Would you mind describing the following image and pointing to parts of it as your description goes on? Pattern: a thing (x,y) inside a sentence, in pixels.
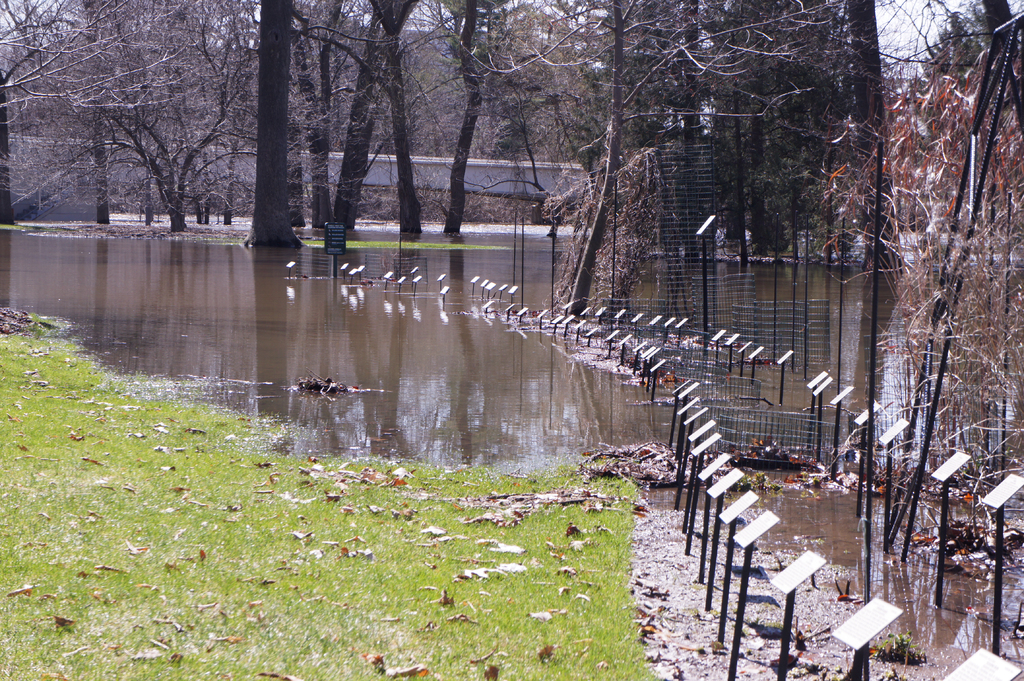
In this image we can see the dry leave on the grassy land (143,552), lake (134,351), plant labels (587,334), mesh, boundary wall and trees (249,83). We can see the sky (906,28) at the top of the image (415,16).
